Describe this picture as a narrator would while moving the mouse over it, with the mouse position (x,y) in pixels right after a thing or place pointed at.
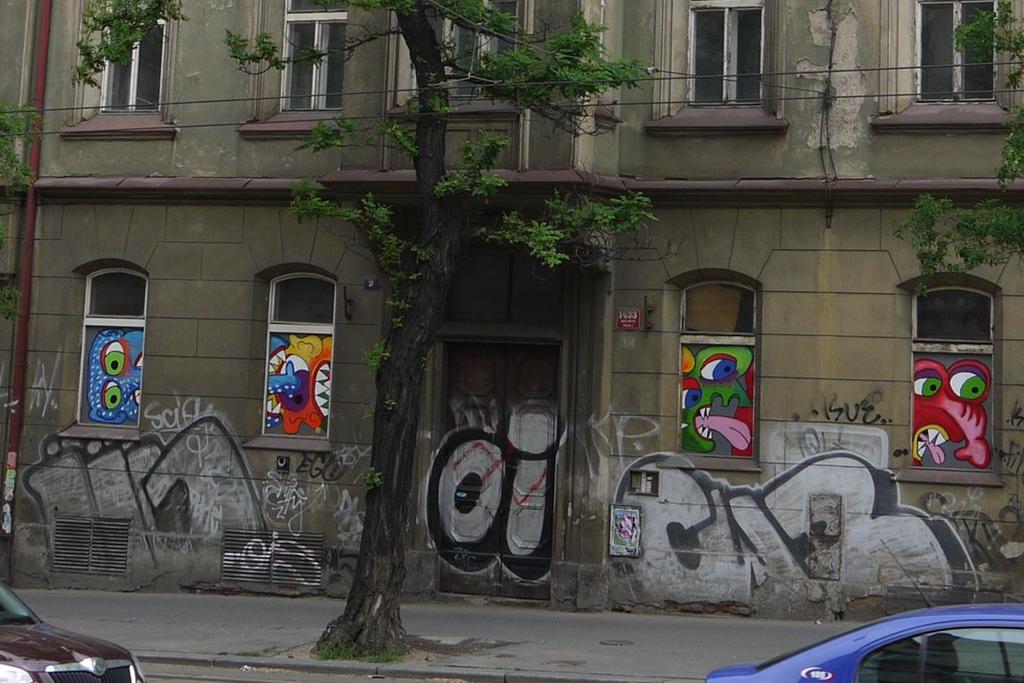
In this image in the front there are vehicles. In the center (393,409) there are trees (11,190). In the background (540,196) there is a building (330,223) and on the wall (248,441) of the building (593,424) there is a painting (334,466) and on the windows (127,383) of the building (817,436) there is some painting (106,399).
